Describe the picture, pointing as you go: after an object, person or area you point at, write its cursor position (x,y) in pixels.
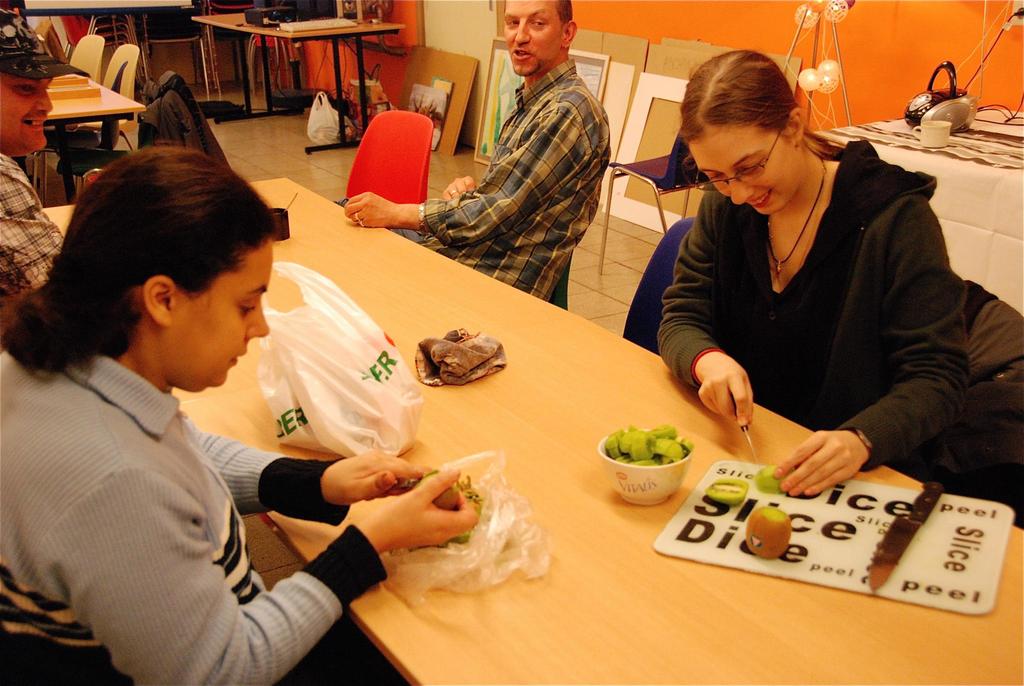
It looks like a room (551,177) there are group of people (814,457) sitting around a table (441,608) the woman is cutting Kiwi fruit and putting them into the bowl (665,478) behind there is a white color table (1021,201) to the left side (285,13) there are few other tables (243,42) and there are some papers (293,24) and some equipment (261,19) on it, in the background (889,32) there is an orange color wall (798,42).
